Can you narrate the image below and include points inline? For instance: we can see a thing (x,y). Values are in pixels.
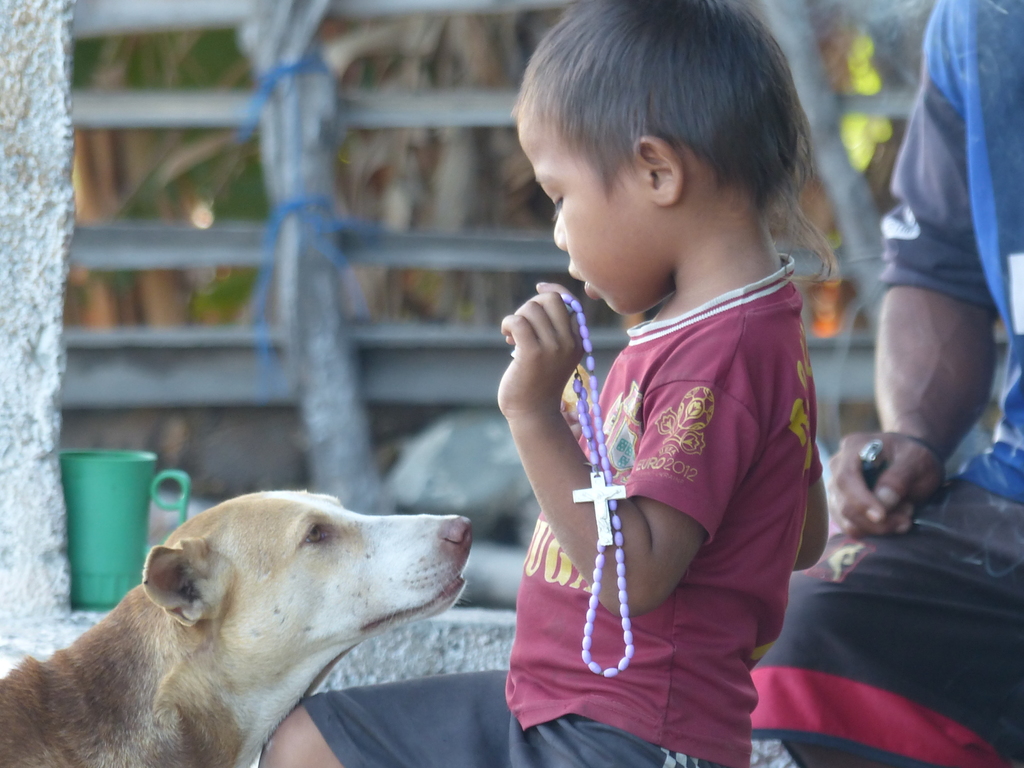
In this picture, we see dog (254,574) and boy (636,416) wearing maroon t-shirt (650,650) is holding chain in his hand (541,316). In front of him, we see a dog (232,615) which is looking at him and behind the boy (767,619), we see man (932,448) sitting on the wall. On left bottom (134,569), we see a jug (114,496) which is green color and behind that, we see wooden fence (408,253).
